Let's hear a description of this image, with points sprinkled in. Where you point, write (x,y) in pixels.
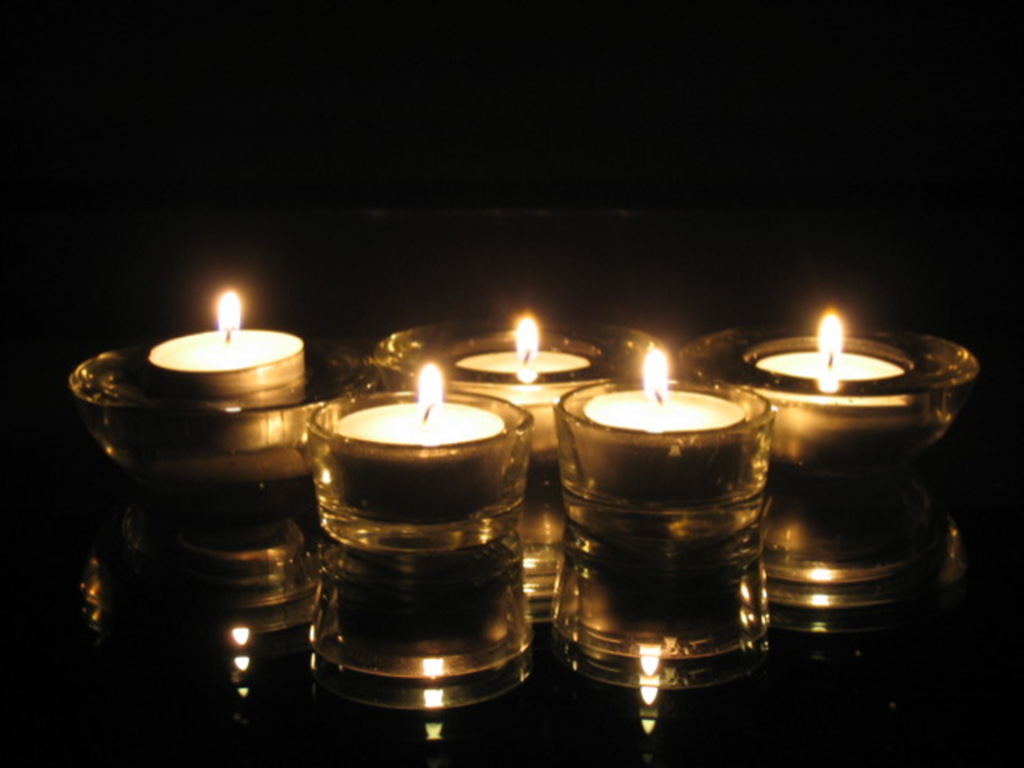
In this image I can see five tea light cups (532,388) along with the candles (269,370). The background (424,140) is in black color.
